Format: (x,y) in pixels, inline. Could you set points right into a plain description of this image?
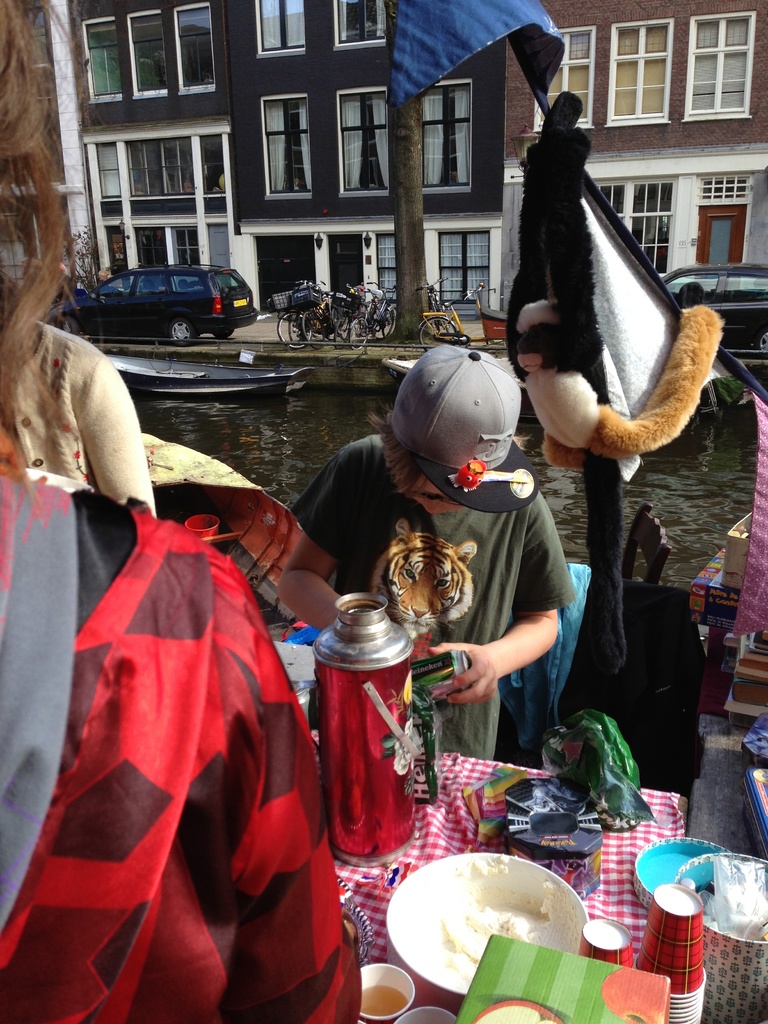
In this image I can see the group of people (43,396) with different color dresses (128,649). I can see one person (451,440) with the cap (437,452). In-front of these people (252,833) I can see the table (415,823). On the table (426,823) I can see the bowl (508,858), cups (612,927), flask (346,679), boxes (543,983), and few more objects (560,764). To the side I can see the toy (583,393). In the background (272,466) I can see the water (252,413). To the side of the water (338,416) I can see the vehicles (135,305), bicycle (290,305) and the building (336,177) with windows (366,136).
